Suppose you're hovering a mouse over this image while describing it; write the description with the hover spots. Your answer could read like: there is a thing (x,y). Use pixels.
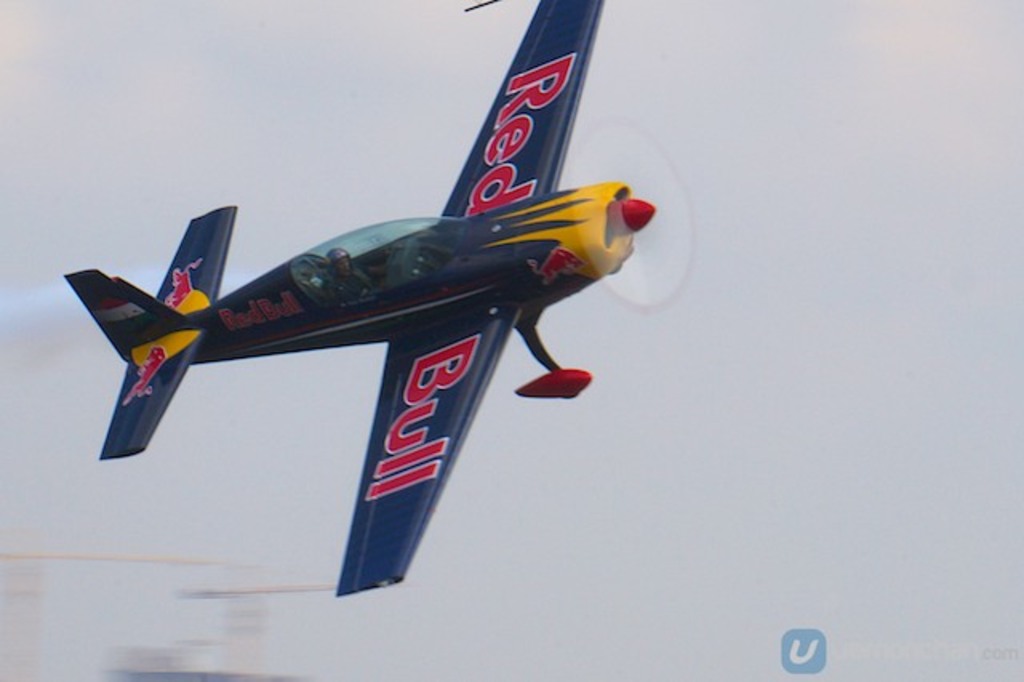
In this picture we can see a Red Bull plane (116,445) flying in the sky (528,533). This plane (333,303) is blue, red and yellow color. A pilot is inside the plane (312,278) wearing a helmet (345,269).
